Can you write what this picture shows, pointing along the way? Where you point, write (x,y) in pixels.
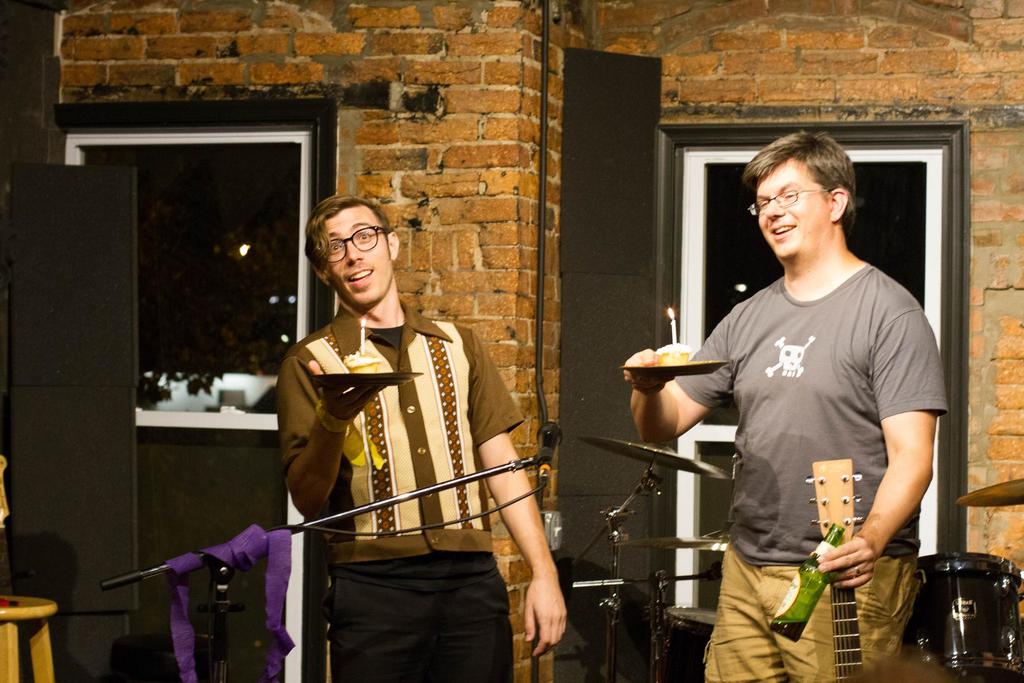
In front of the image there are two people (325,346) standing by holding plates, guitar (827,520) and a bottle (832,533) in their hand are having smiles on their face (333,226). In front of them there is a mic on the stand (146,571), behind them there are some musical instruments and a wooden stool (21,607). In the background of the image (182,362) there are glass windows (182,362) and a metal rod (540,326) on the wall (488,125).
